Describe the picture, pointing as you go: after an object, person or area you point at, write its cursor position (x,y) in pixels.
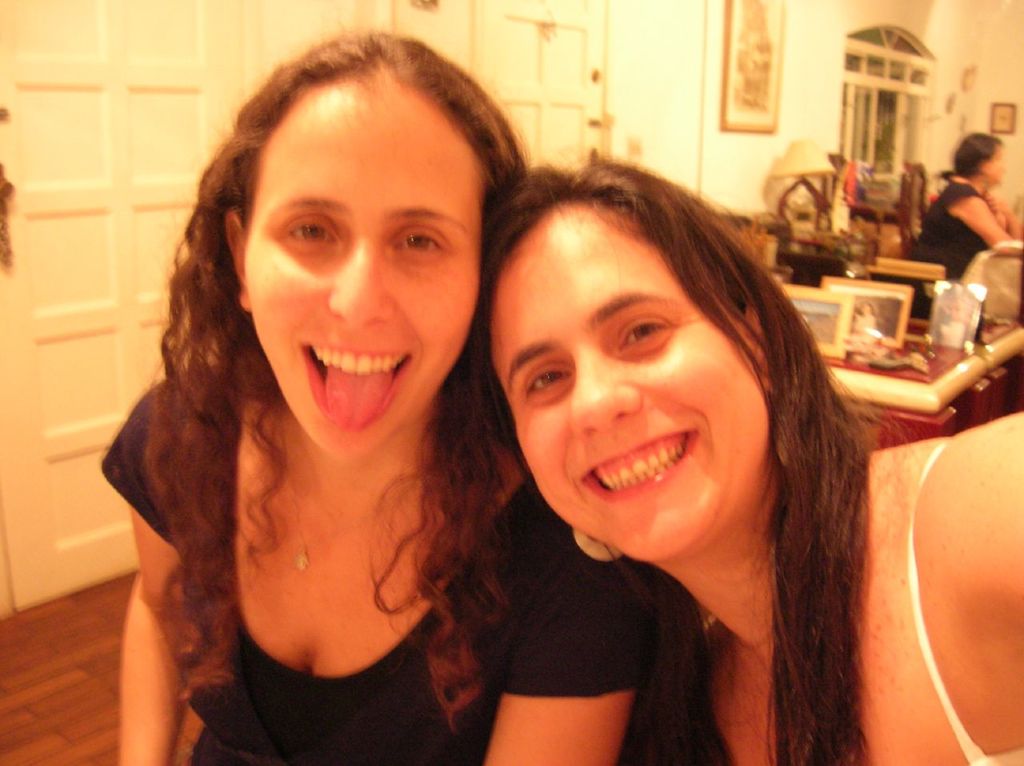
In this image we can see two persons (573,610) wearing white and black color dress (555,543) posing for a photograph and in the background of the image (989,202) we can see a person (986,216) sitting on chair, there are some objects (938,329), pictures (842,317) on table (981,356) and on left side of the image (197,58) there are some doors (142,194), windows (862,95) and there are some paintings (731,73) attached to the wall (796,132).
